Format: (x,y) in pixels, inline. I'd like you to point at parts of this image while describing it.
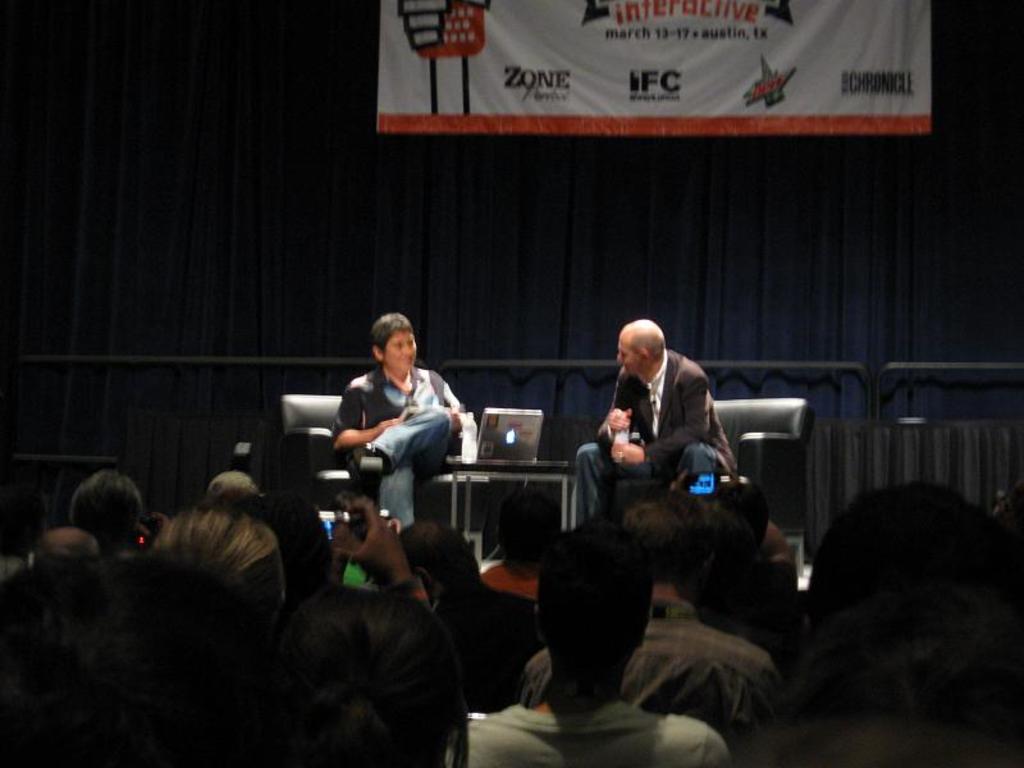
In this picture there are two men (657,455) sitting on the sofa (759,461) and discussing something. In between there is a table (537,466) and laptop (491,419). In the front (331,612) bottom side there are some persons (360,643) sitting and taking a photos. Behind there is a black curtains (609,241) and white color hanging banner (537,115).
